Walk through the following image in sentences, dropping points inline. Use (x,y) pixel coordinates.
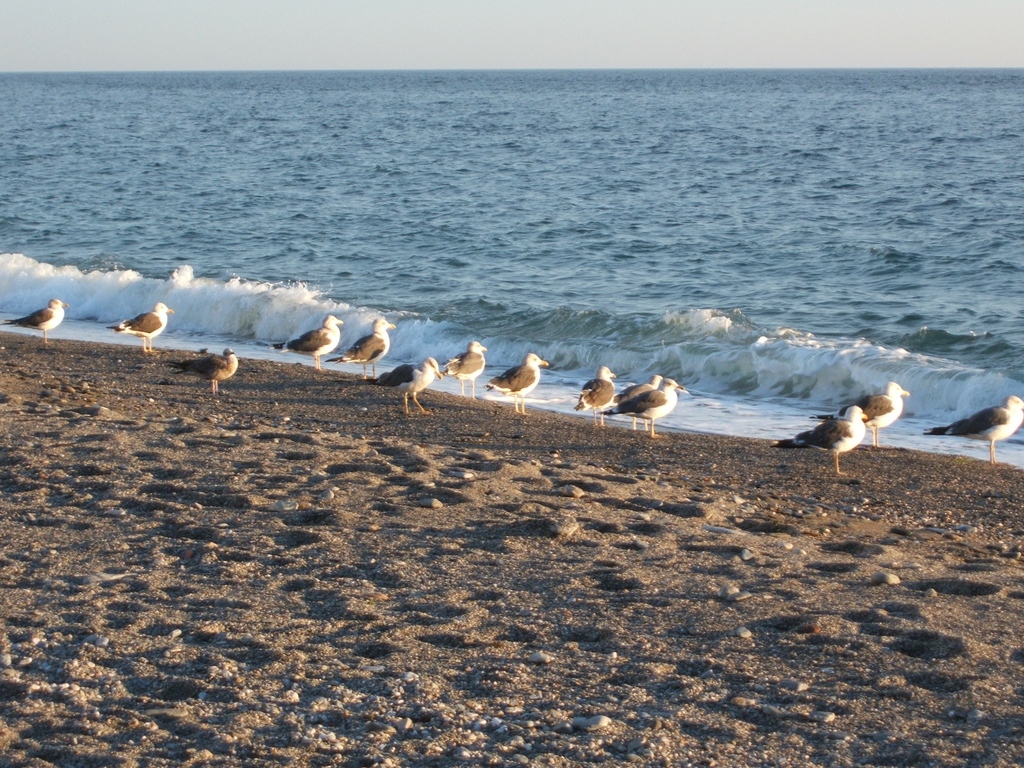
In this picture there are few birds (631,407) standing on the sand (465,440) and there is water (598,284) in front of it.
